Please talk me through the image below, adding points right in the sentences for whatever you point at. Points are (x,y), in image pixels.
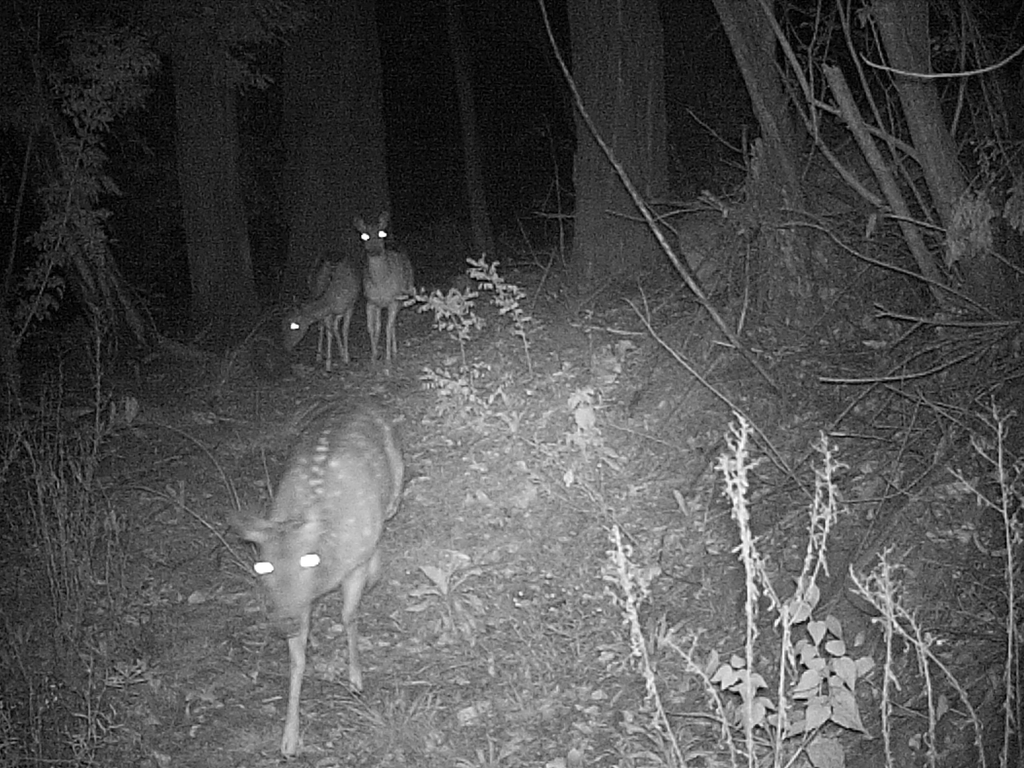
In this picture we can see three animals (355,462), plants (765,650) on the ground (518,433), trees (936,138) and in the background (468,116) it is dark.
